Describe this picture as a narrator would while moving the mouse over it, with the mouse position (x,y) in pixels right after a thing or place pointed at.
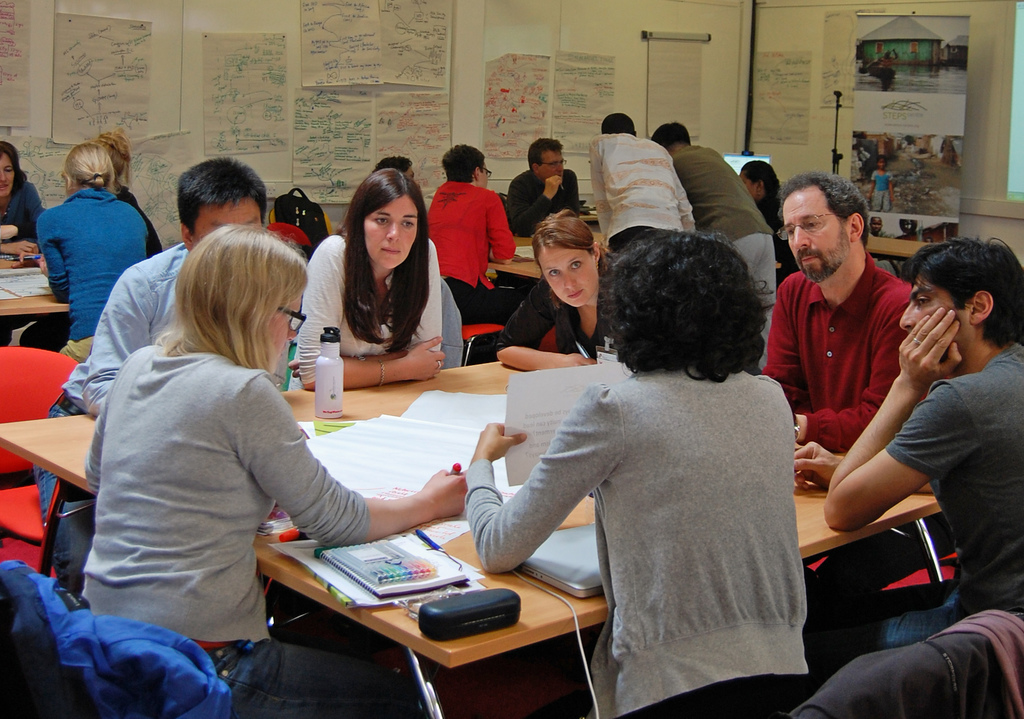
In this picture there are group of people (352,330), those who are sitting around the table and there is a lady (783,601) who is sitting at the right side of the image (701,610), she is holding a paper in her hand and she is explaining something to the other people (846,482), there are books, laptop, and water bottles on the table (344,391) and there are notice boards (328,29) all around the area of the image.
